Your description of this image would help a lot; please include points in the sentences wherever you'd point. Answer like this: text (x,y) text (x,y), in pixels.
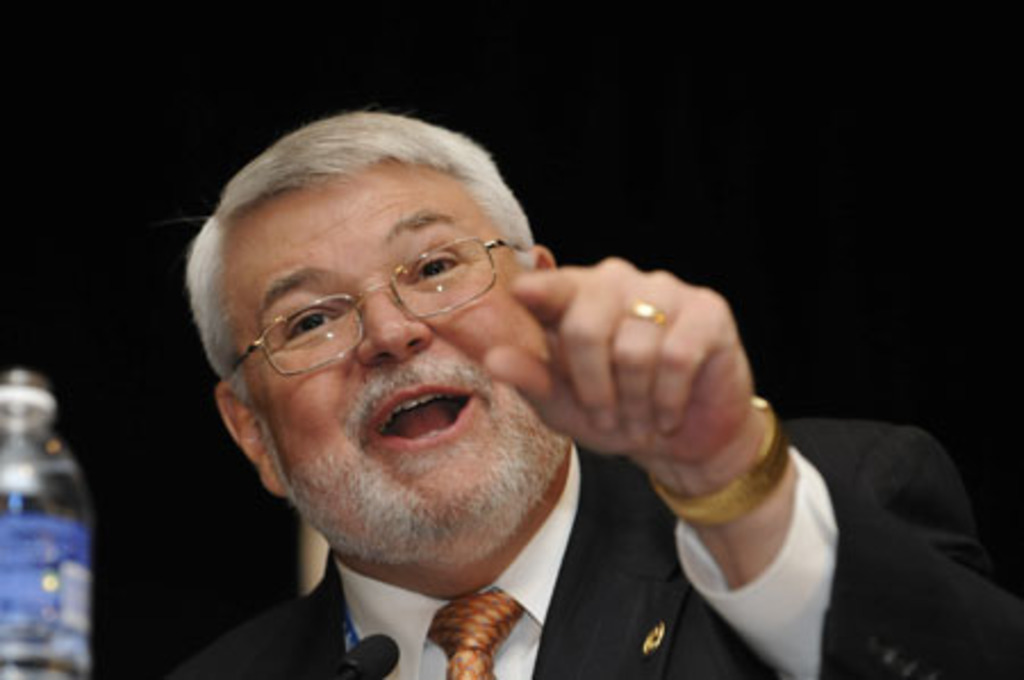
In this image, we can see a person (505,357) wearing a coat (581,588), tie (505,615) and glasses (415,306) and we can see a mic (370,649) and a bottle (63,466) and the background (115,113) is dark.
